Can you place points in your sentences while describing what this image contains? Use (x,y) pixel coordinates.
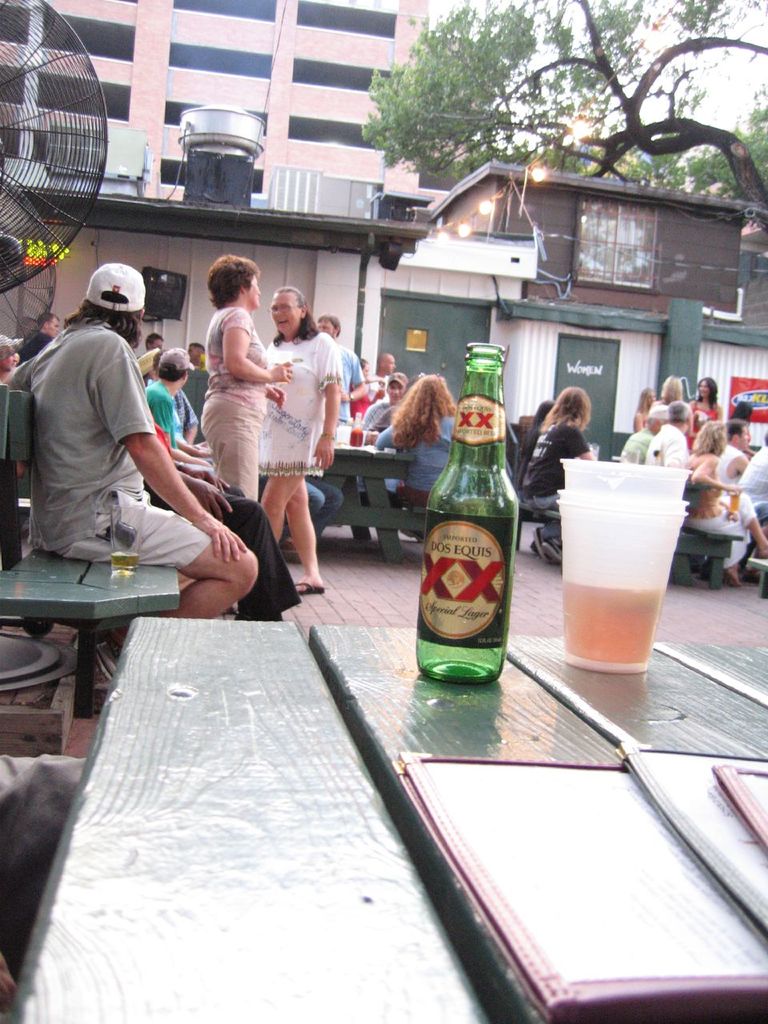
In this image I can see a glass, bottle (449,572) and book (453,840) on the table (335,787). In the back (193,496) there are group of people (62,386) sitting and two people (251,390) are standing. In the background (377,181) there is a building (317,257), lights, trees (635,107) and the sky (737,80).
